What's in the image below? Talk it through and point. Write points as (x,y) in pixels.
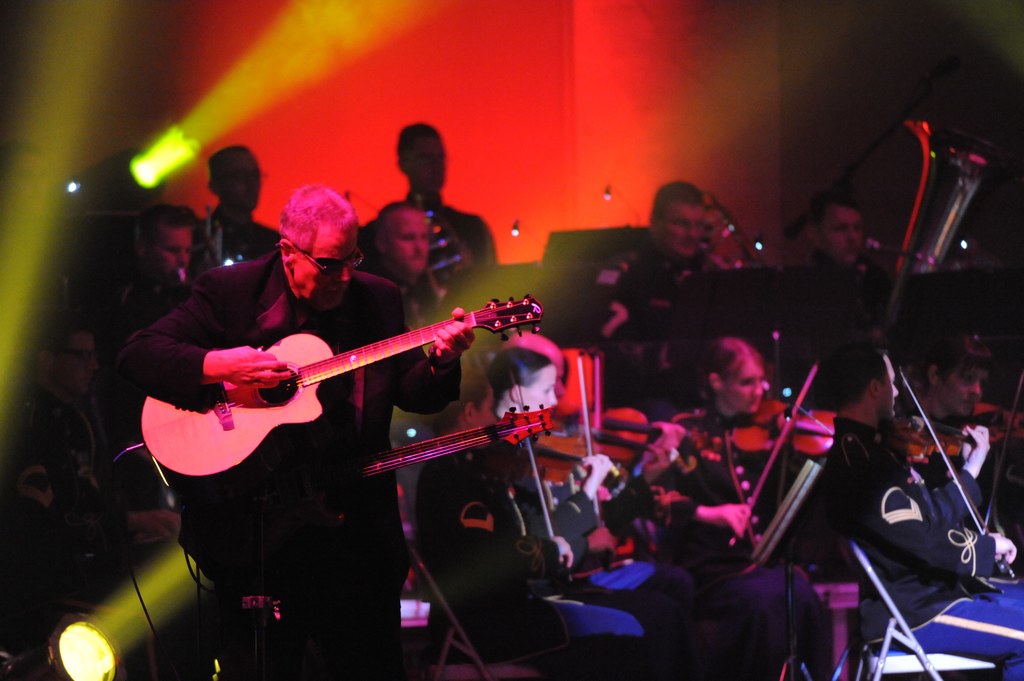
There are group of people (955,538) playing musical instruments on stage (819,657).
